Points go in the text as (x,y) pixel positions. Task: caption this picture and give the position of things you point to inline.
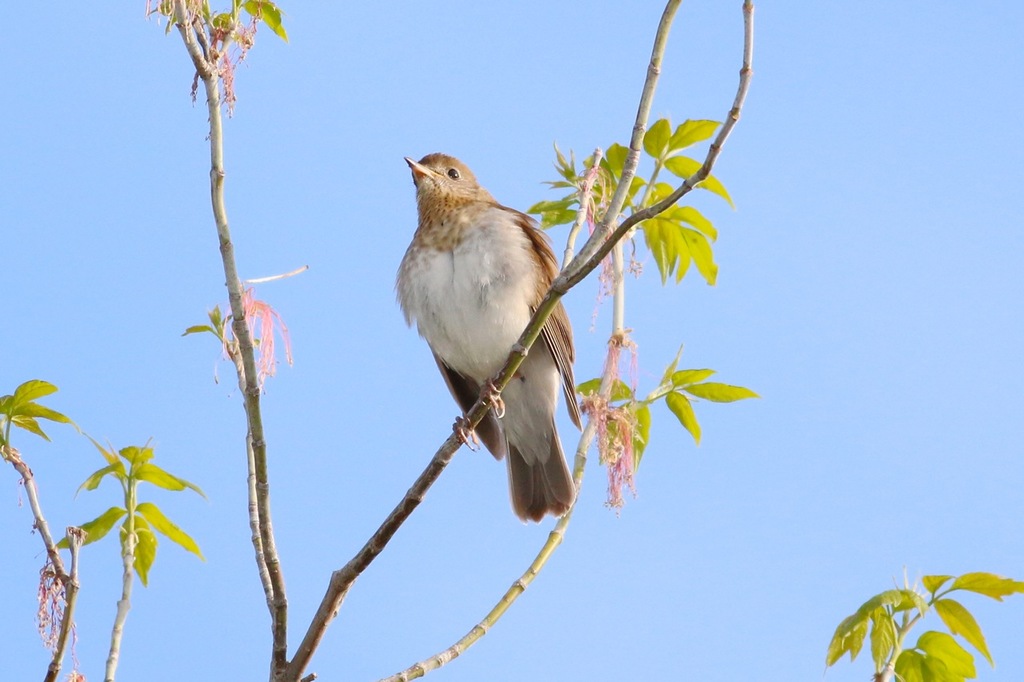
Bird (461,263) is on branch (485,403). Here we can see green leaves (670,187). Background (331,298) we can see the sky (359,217). Sky (387,291) is in blue color.
